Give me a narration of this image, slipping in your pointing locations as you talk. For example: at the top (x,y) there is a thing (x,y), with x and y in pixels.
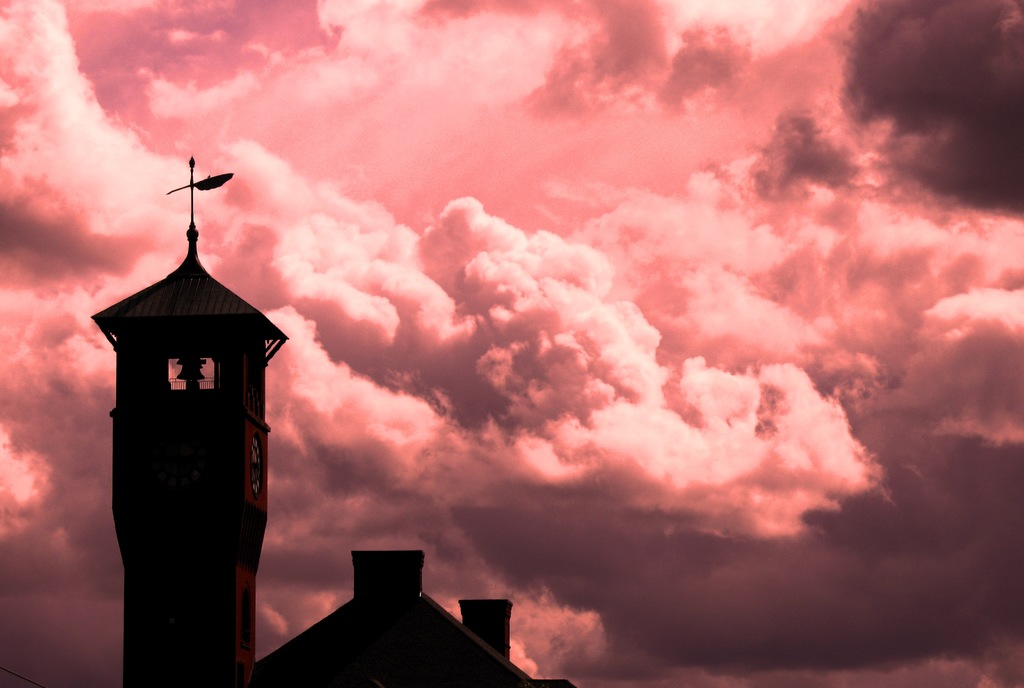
In this image there is a roof top (331,631) of a building (460,659). To left (199,554) there is a tower (189,424). There is a clock (250,466) on the wall (230,466). In the background (272,66) there is the sky (652,364). There are clouds (475,289) in the sky (294,176). The sky (99,162) is colorful.
